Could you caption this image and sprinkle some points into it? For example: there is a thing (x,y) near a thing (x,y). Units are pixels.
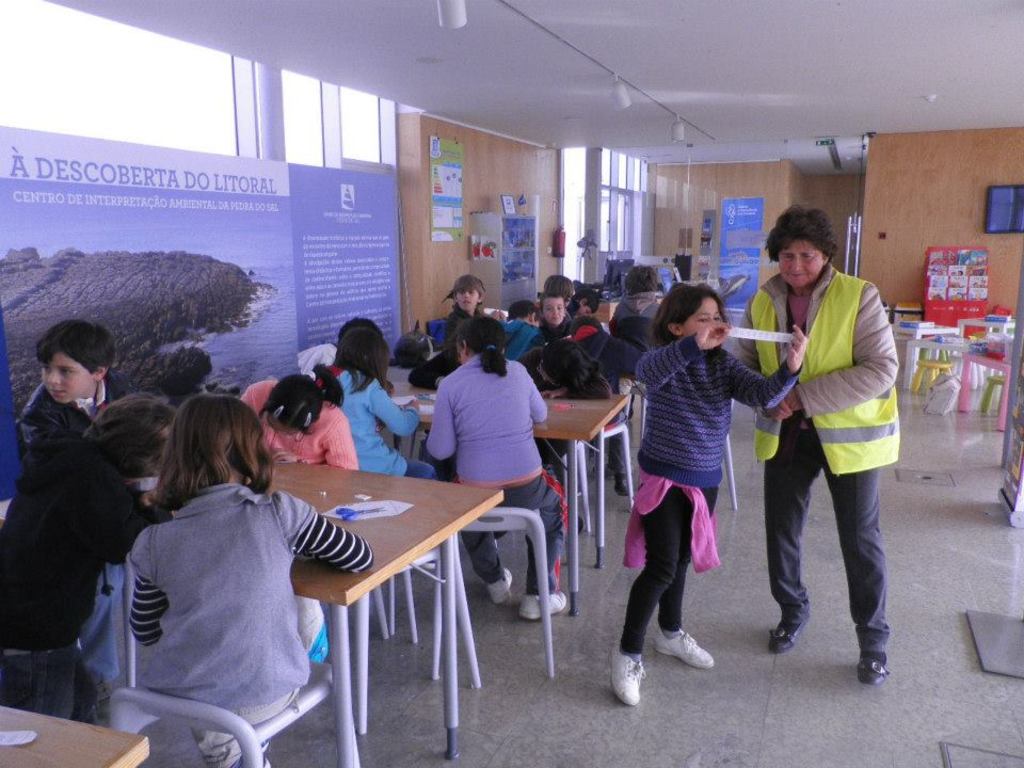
In this picture we can see a group of persons (486,556), some persons (238,535) are sitting on chairs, some persons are standing, beside to these persons (477,541) we can see some objects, board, wall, roof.
